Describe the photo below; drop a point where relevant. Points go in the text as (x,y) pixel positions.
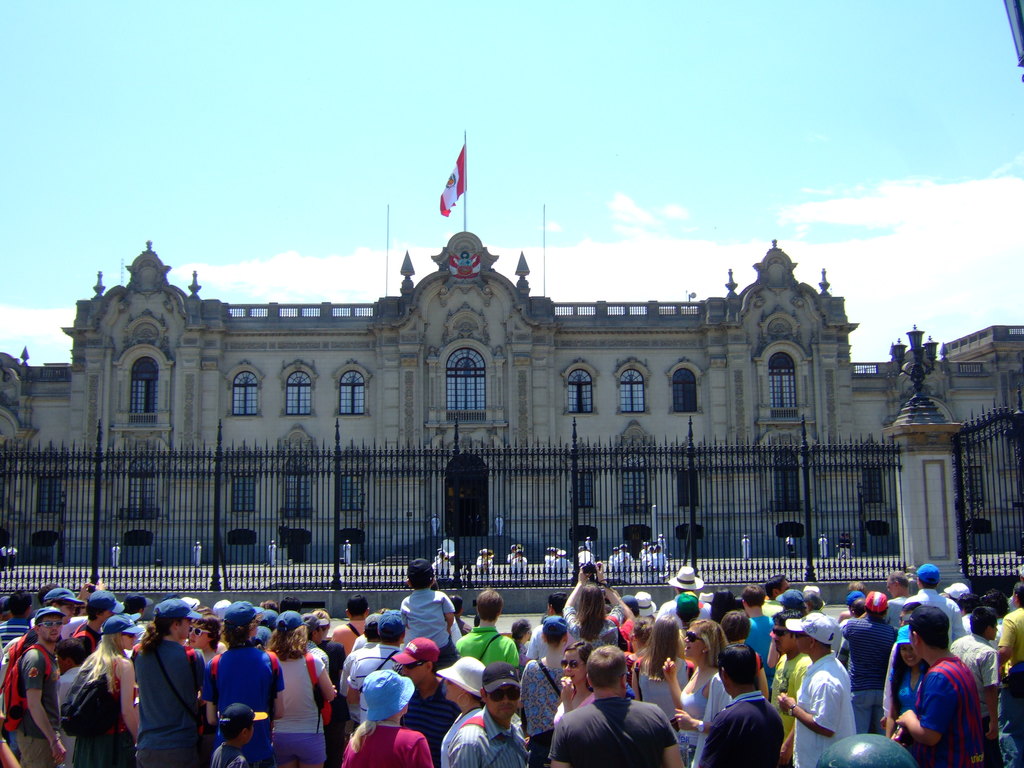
In this picture there are group of people (489,613) at the bottom (555,735). Some of them are wearing blue caps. In the center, there is a woman (614,637) carrying a camera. In front of them, there is a wall (515,600) with fence (605,514). Behind the fence (440,535), there are people (623,559) in white clothes (655,556). In the center (534,368) there is a castle (580,400) with windows (458,372) and a flag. On the top (455,62), there is a sky (661,132) with clouds (668,248).
